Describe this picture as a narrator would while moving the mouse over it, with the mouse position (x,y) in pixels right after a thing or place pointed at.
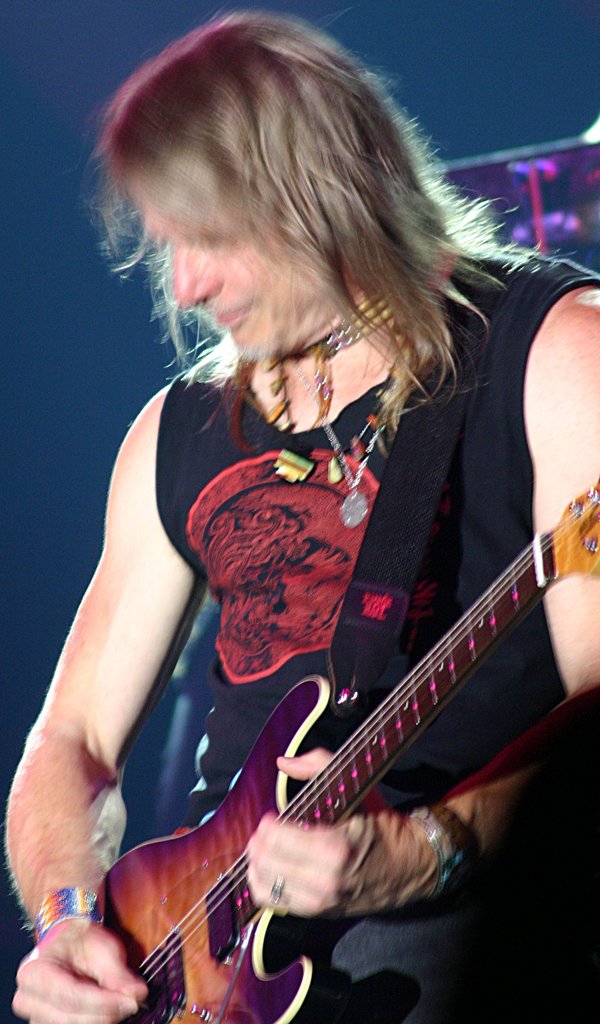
In this image we can see a man (368,435) standing holding a guitar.
